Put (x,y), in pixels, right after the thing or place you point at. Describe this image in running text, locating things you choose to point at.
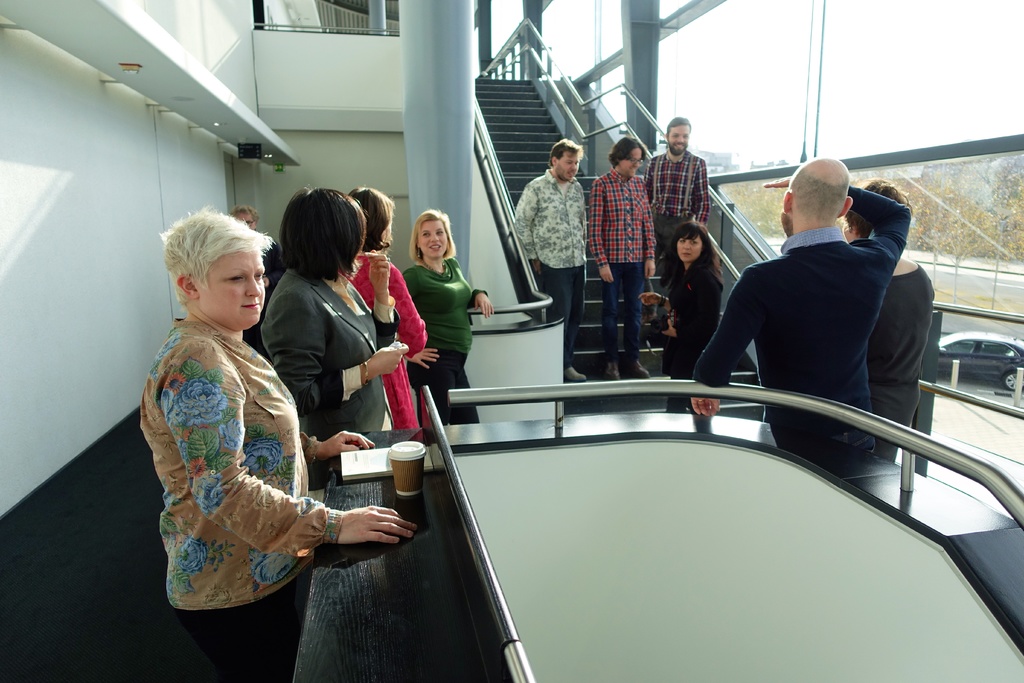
There are people (720,352) standing and we can see glass (396,469) and book (384,463) on the table (402,593). We can see wall (25,185), pillar (647,13), steps (507,107) and glass (849,144), through this glass (980,63) we can see trees (1015,192) and sky (790,65).
